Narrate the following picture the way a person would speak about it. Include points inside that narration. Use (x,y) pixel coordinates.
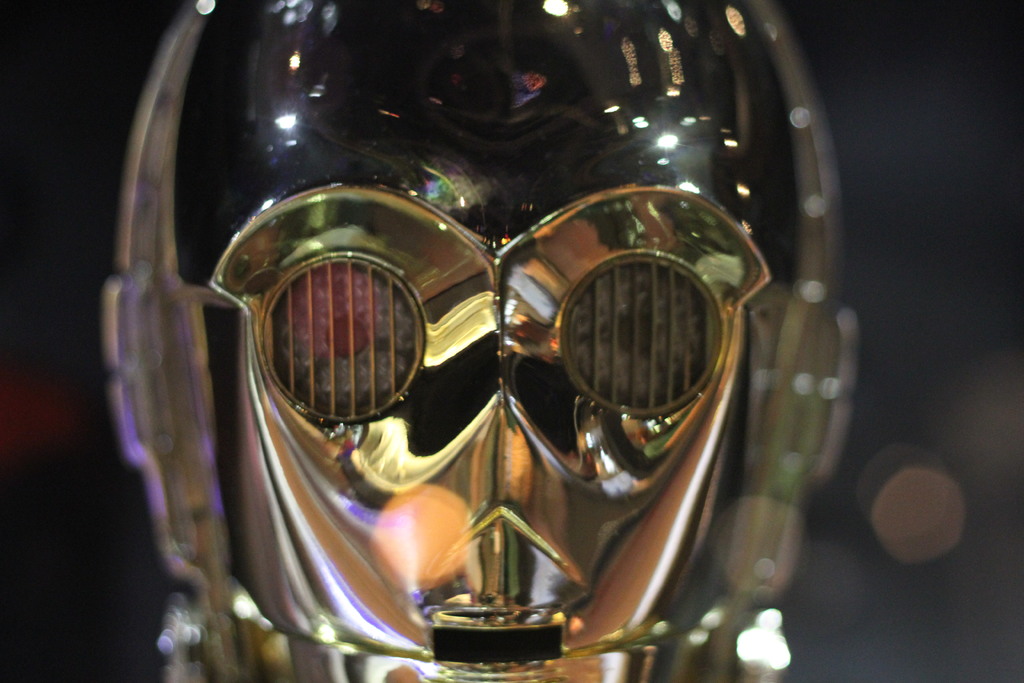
In this picture, we can see metallic object (555,335) and the blurred background (977,590).
